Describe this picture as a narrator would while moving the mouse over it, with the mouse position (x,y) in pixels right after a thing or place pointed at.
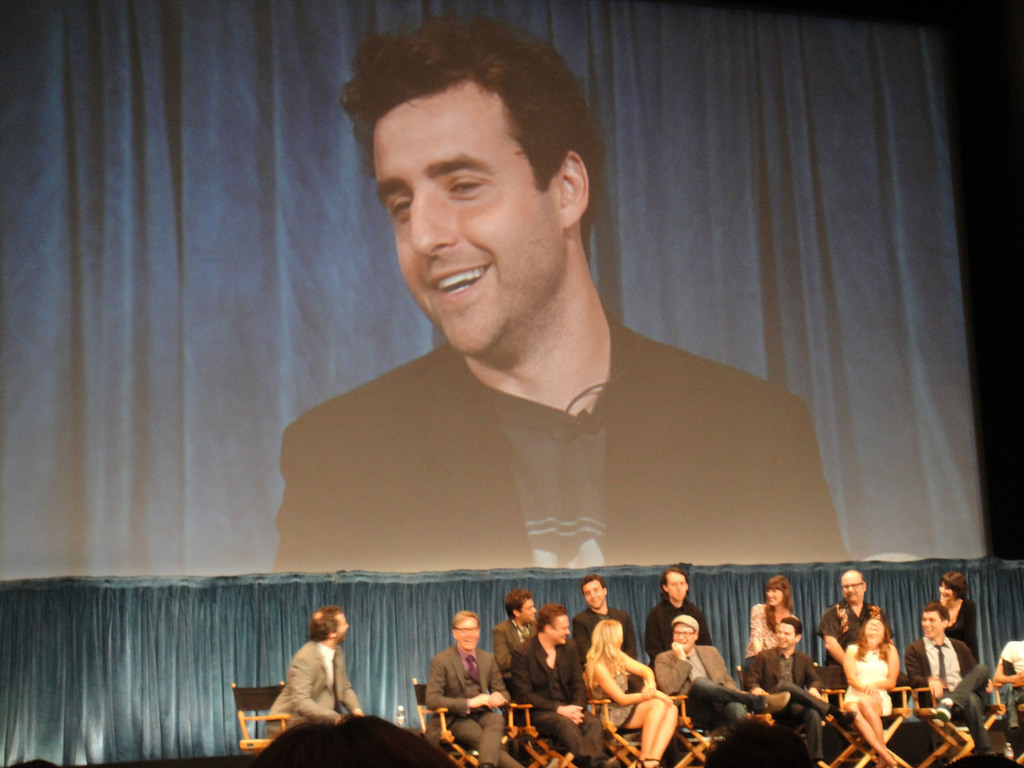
In the image I can see some people (507,646) who are sitting on the chairs (455,746) and behind there is a screen (341,276) in which there is the picture (369,225) of a person (453,237) displayed.
